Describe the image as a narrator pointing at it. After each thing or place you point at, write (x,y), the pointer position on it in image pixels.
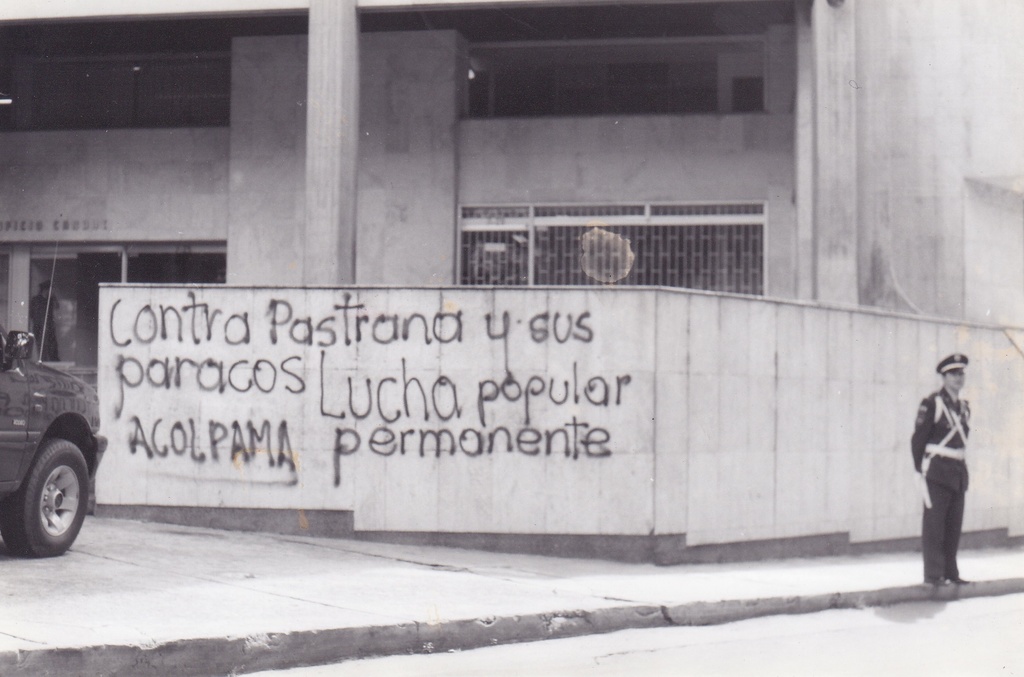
It is a black and white image there is a guard (935,421) standing on the right side (948,451) and there is a wall (786,438) behind him, on the left side (54,425) there is a vehicle (70,446) in front of the wall (121,429) and something is written on that wall (488,387), in the background (373,152) there is a building (320,96).
